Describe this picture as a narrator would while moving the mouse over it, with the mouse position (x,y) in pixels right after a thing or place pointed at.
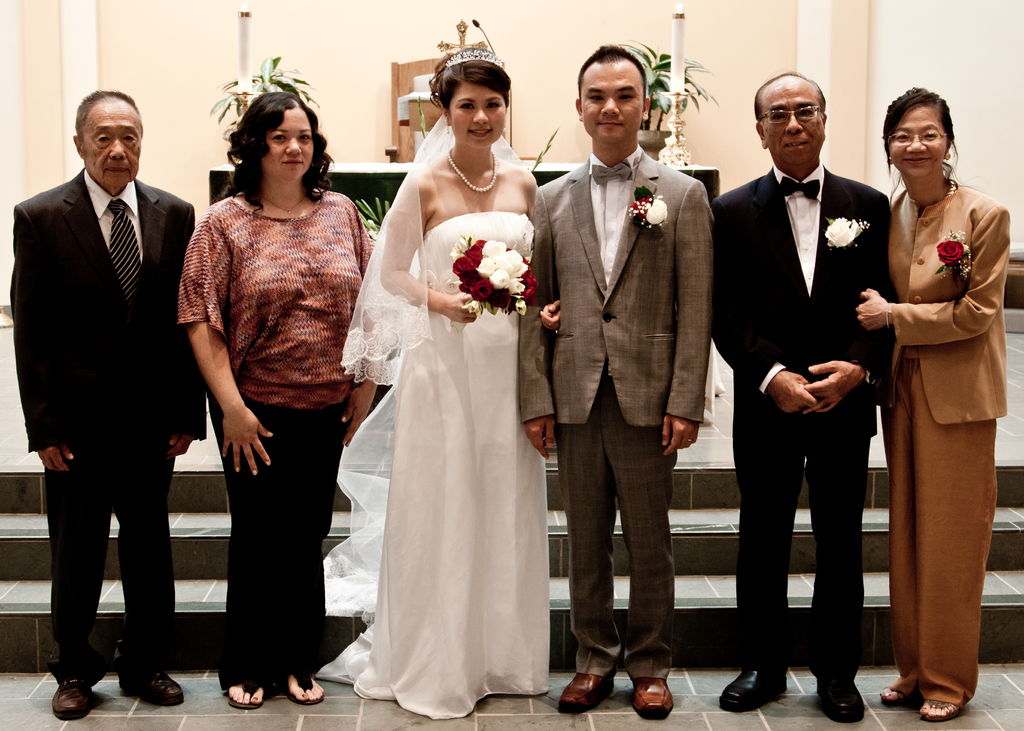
Here we can see few persons (671,384) are standing on the floor (377,726) and she is holding a flower bouquet (525,289) with her hand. In the background (200,160) we can see plants (683,73) and wall (360,146).
